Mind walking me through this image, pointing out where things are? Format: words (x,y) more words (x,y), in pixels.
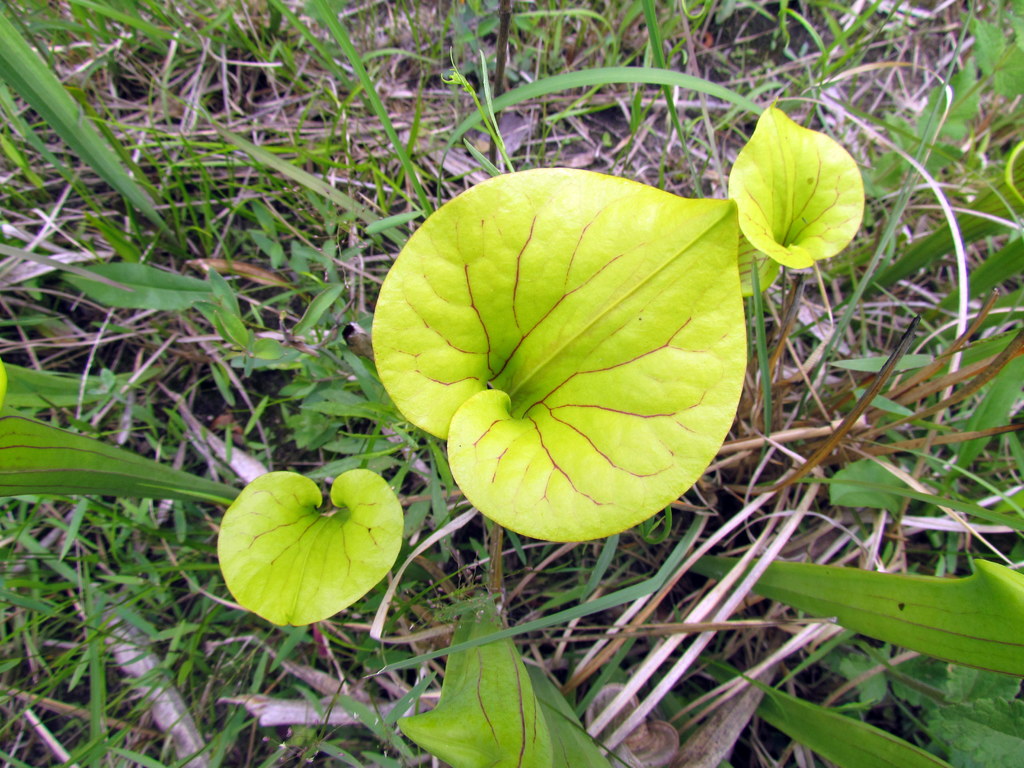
In the picture, there are three light green leaves (537,357) and around them there are some plants (225,383) and dry grass (378,138).
